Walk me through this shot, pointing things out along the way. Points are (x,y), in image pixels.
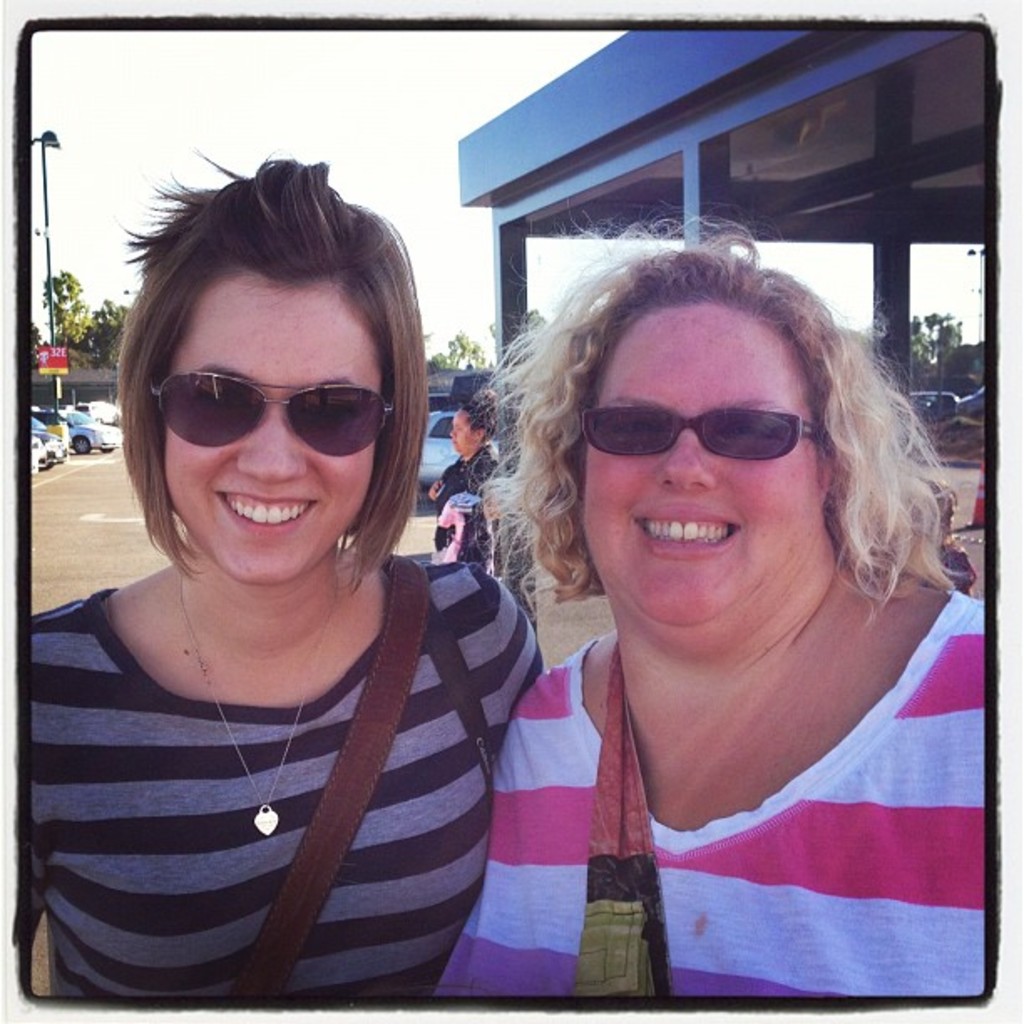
In this image I can see two women (644,537) and I can see both of them are wearing shades (324,431). I can also see smile (273,531) on their faces (204,537). Here I can see she is wearing grey top (273,799) and she is wearing white and red. In the background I can see one more person (481,538) and I can see number of vehicles (468,383). I can also see a pole (46,156), a red colour board (47,348), a light (47,140), few trees (915,339) and few buildings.
